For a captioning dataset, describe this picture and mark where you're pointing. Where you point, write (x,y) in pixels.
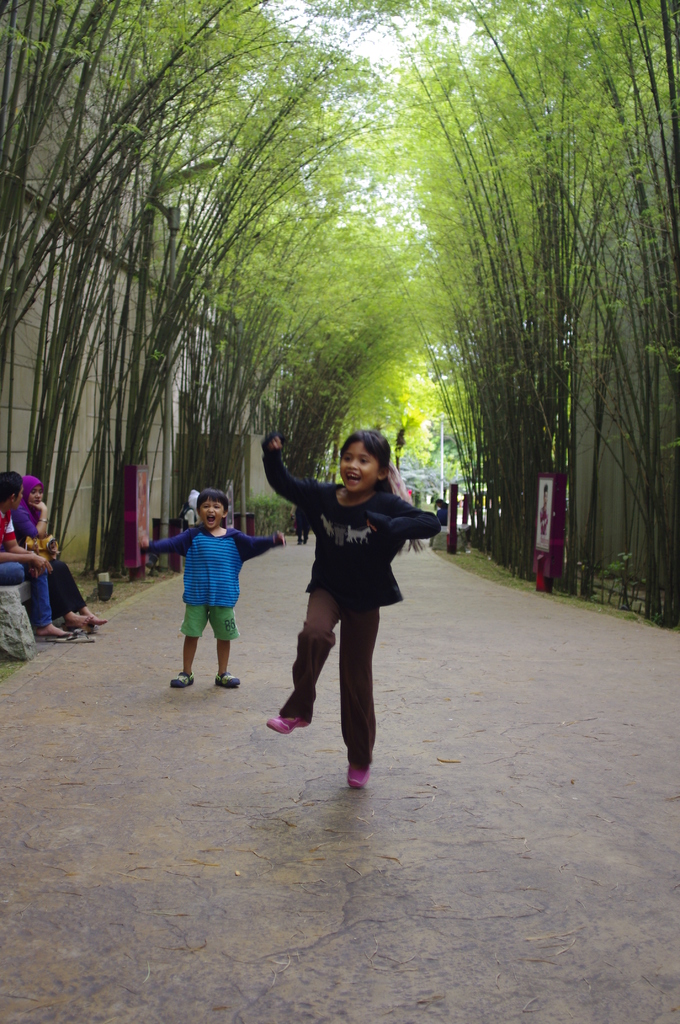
In this image there are two kids (305,722) standing, and there are group of people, trees (574,558), walkway (247,719), sky (392,52).
